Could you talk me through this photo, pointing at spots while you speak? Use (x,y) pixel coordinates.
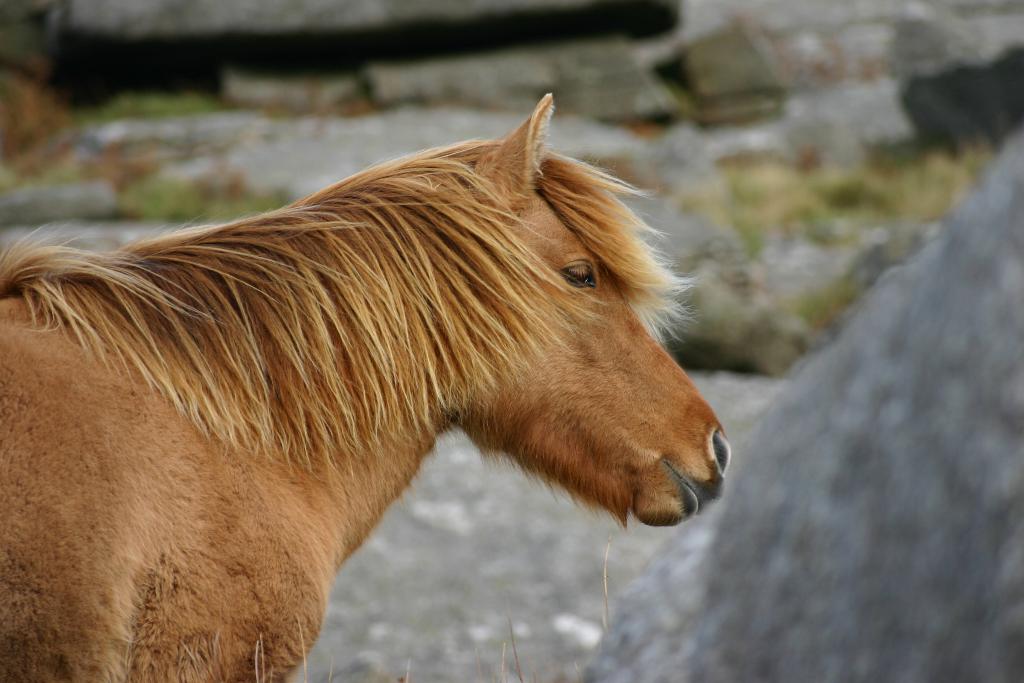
In this picture we can see a horse (326,369) in the front (329,365), there is a blurry background (926,172).
